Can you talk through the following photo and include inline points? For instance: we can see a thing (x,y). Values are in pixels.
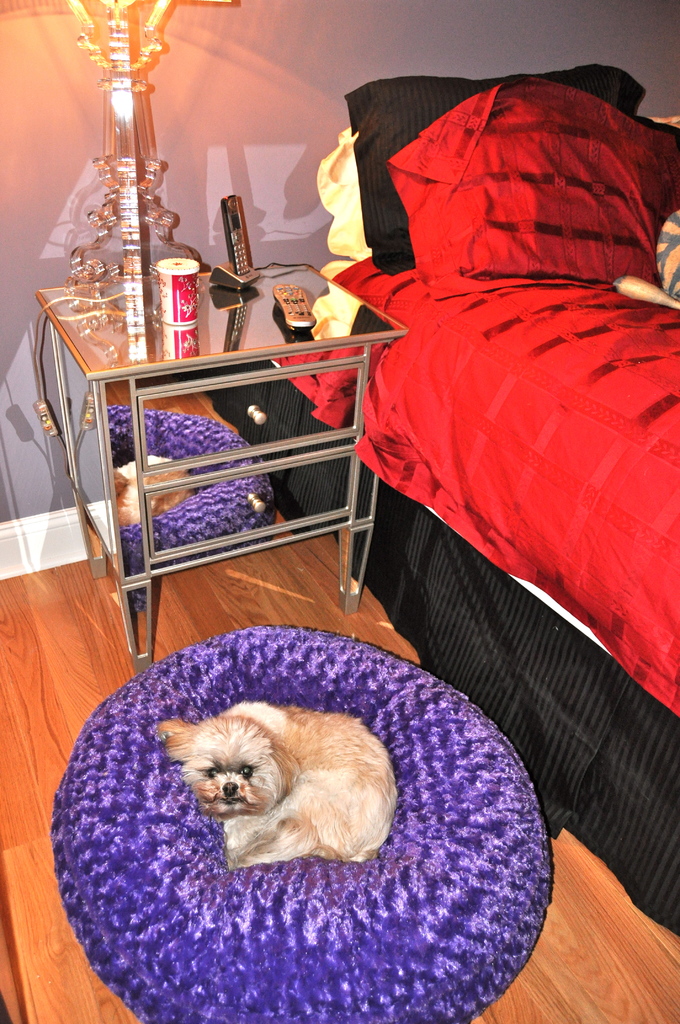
In this picture we can see a dog (296,712) lying on pet bed (398,788) and floor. We can see phone (243,261), remote (298,299) and objects (182,316) on the table (178,394), beside this table (328,351) we can see pillows (483,217) on bed (489,412). In the background of the image (319,60) we can see wall (304,87).
